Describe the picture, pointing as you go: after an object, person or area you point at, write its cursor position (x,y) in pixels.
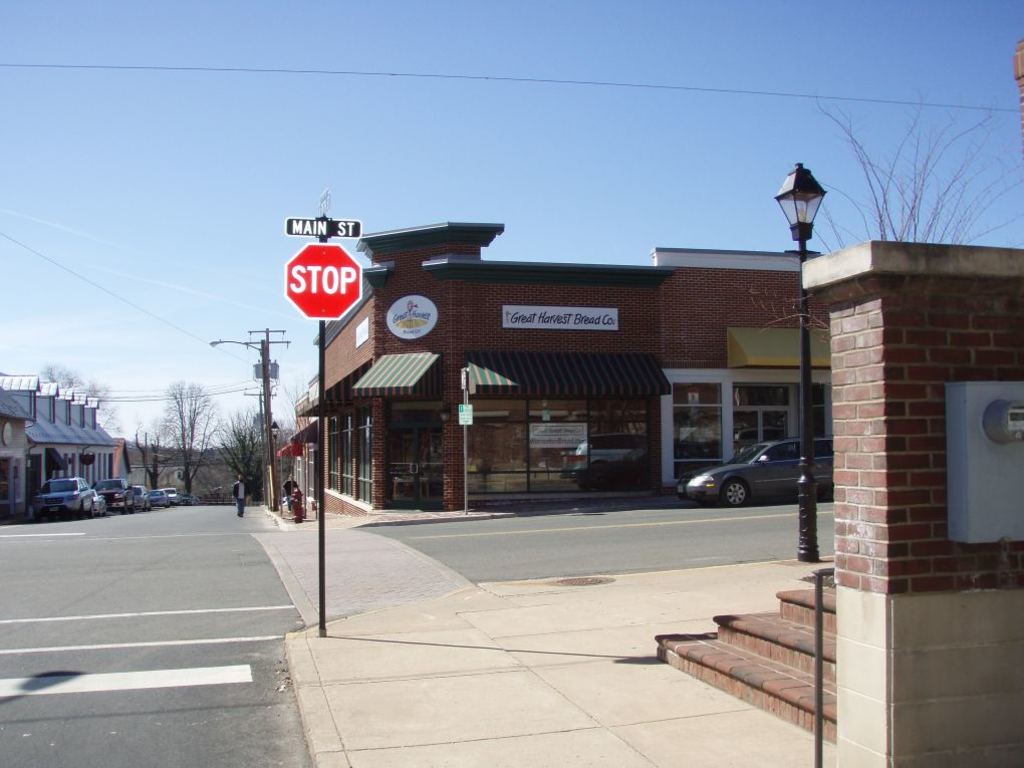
This picture is clicked outside the city. On the right side (824,628), we see the staircase (770,687), wall (838,569), streetlight (796,214) and a tree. In the middle of the picture (348,276), we see a pole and a board (300,269) in red color with text (313,276) written as "STOP". At the bottom (235,753), we see the road (497,556). There are buildings (373,465), trees (198,451) and street lights (268,483) in the background (385,468). We even see the cars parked on the road (258,524). The man (238,513) in black jacket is walking on the road (245,525). At the top (402,135), we see the sky (401,130) and the wires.
